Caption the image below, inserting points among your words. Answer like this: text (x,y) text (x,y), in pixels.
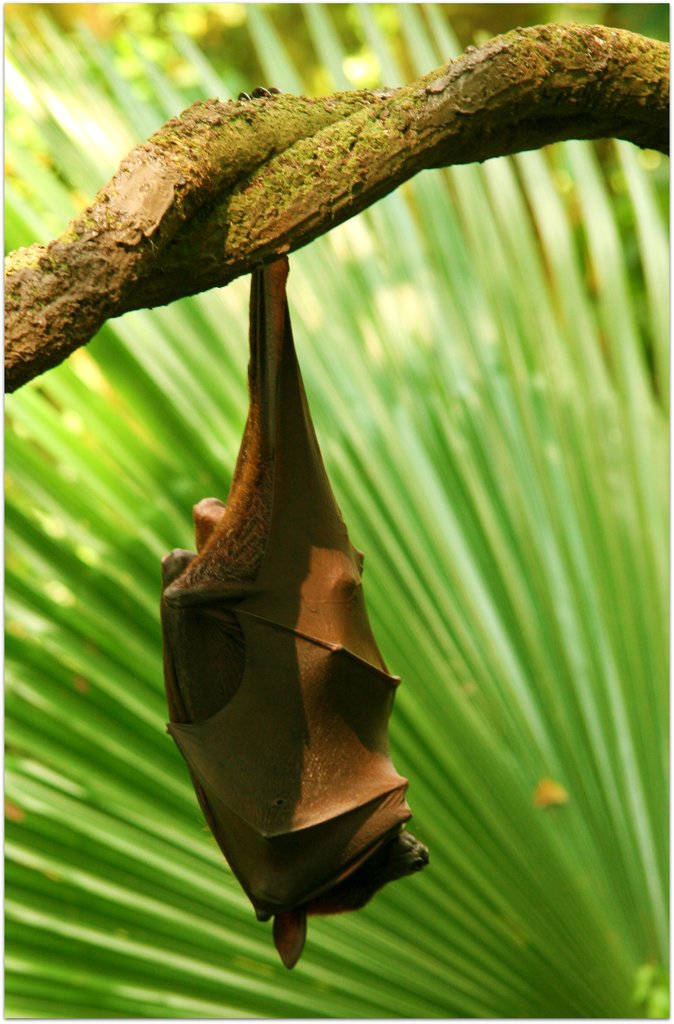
In this image we can see a bat (239,518) is hanging to a branch (620,34). In the background (611,264) we can see greenery (119,36).
